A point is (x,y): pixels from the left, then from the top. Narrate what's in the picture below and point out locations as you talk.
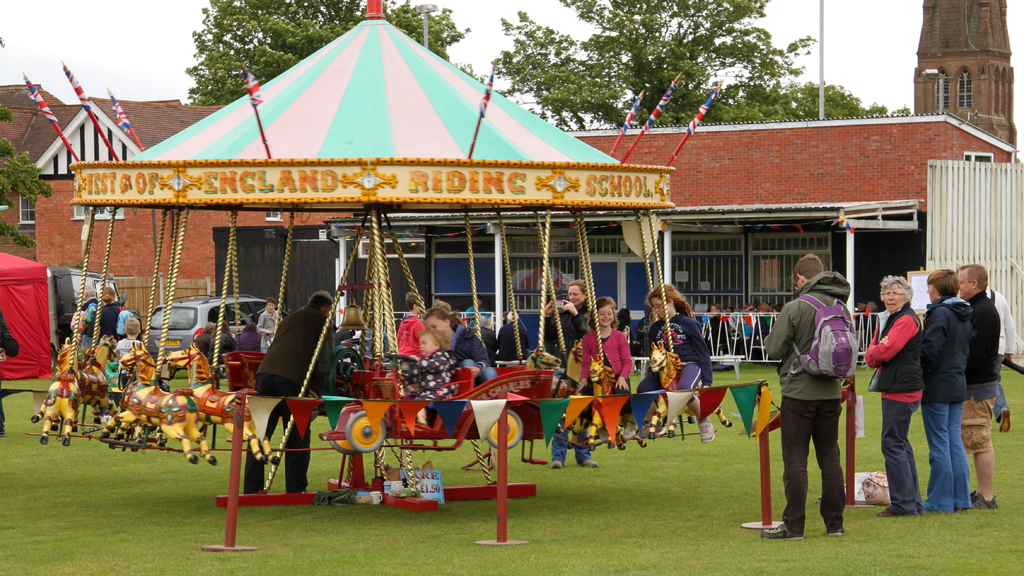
In this image, we can see a merry-go-round (203,370) few people (654,319) on the grass (694,486). Right side of the image (840,486), we can see few people (927,351) are standing. Here a person (826,412) is wearing a backpack (832,337). Background (716,199) we can see houses (793,206), tower (924,56), trees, vehicle (54,315) and sky (485,23).
